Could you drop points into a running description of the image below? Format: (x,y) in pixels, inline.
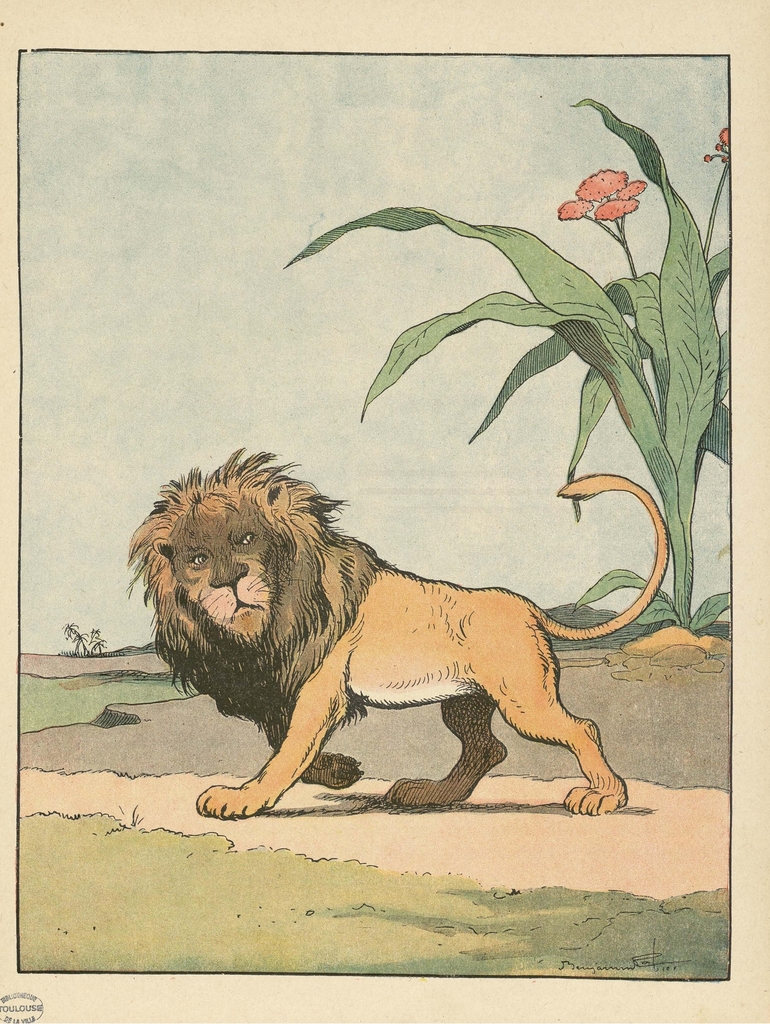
In this image, we can see a poster (458,301) with some images (246,674). We can also see some text (11,996) on the bottom left corner (2,1006).
